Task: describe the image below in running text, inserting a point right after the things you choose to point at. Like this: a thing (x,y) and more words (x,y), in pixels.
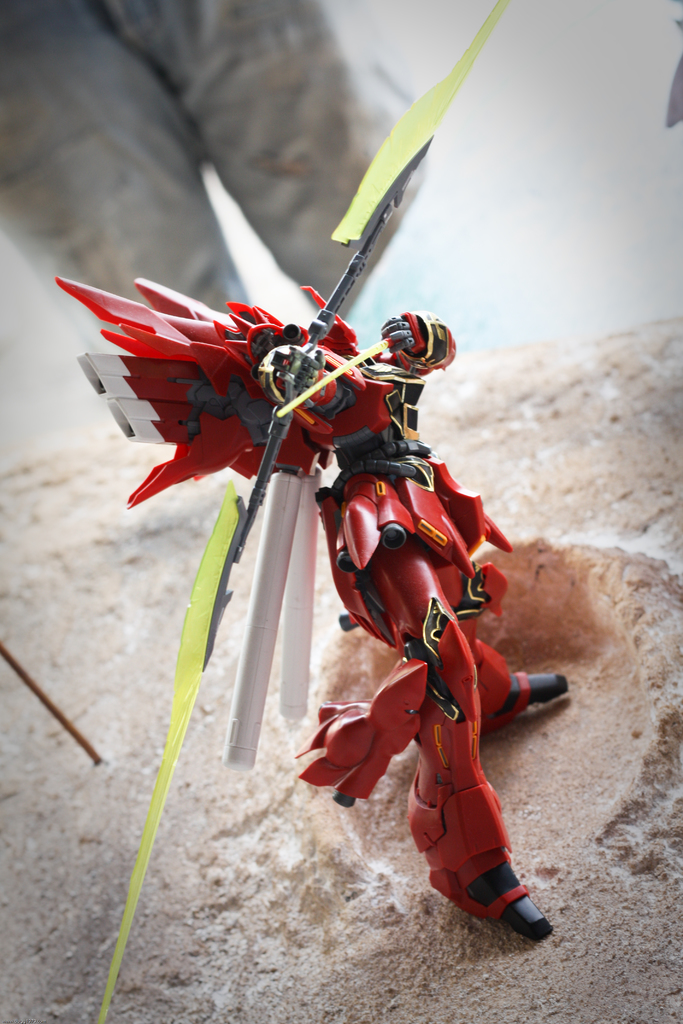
At the bottom of the image (441,826) on the ground (474,992) there is a toy (436,689). Behind the toy (458,85) there are legs (309,43) of a person (205,200).
